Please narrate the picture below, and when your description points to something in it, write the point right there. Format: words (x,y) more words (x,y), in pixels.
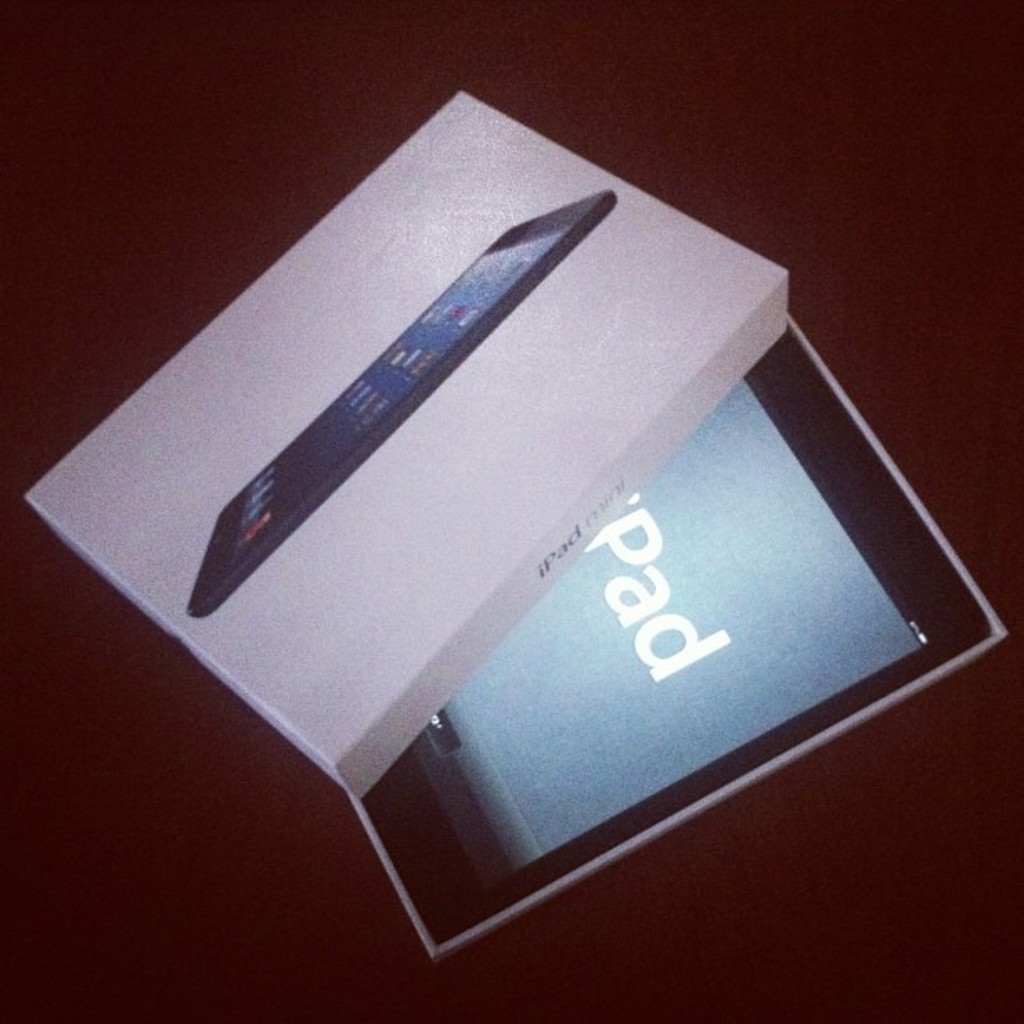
In this image, I can see a cardboard box (592,295) with the picture (443,372) of an iPad (407,400) on it. This is an iPad (820,676) with the display (707,749). The background (897,138) looks brown in color.
